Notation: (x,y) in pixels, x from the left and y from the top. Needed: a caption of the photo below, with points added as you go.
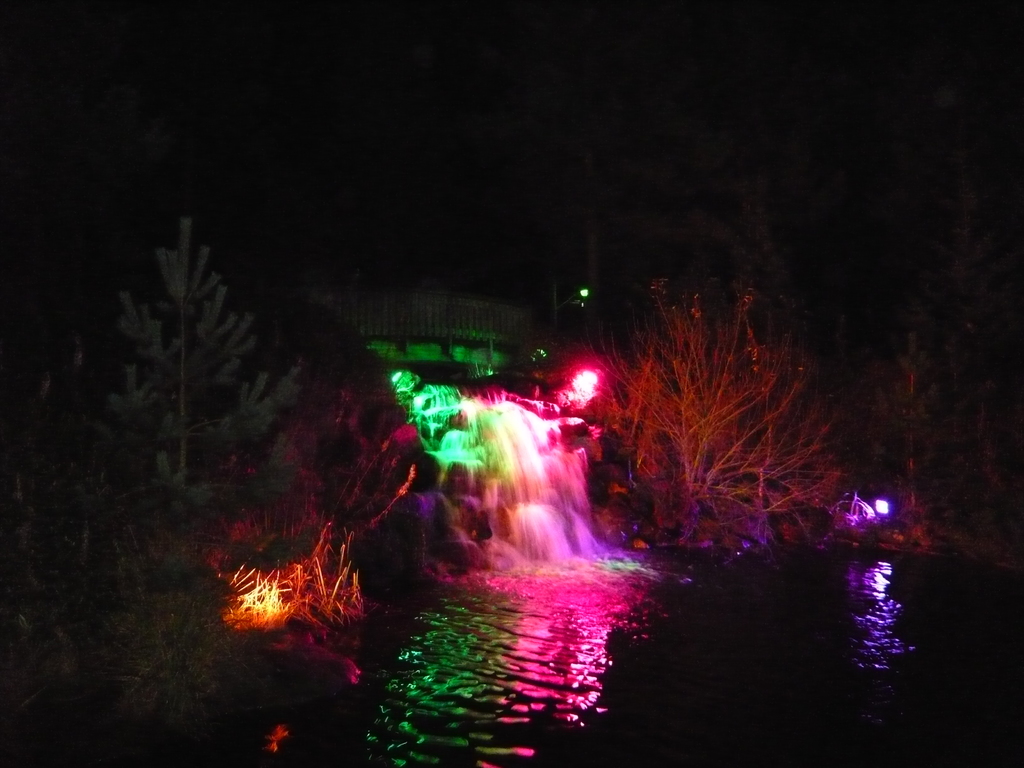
Here we can see water (425,407), trees (646,424) and colorful lights (585,368).
